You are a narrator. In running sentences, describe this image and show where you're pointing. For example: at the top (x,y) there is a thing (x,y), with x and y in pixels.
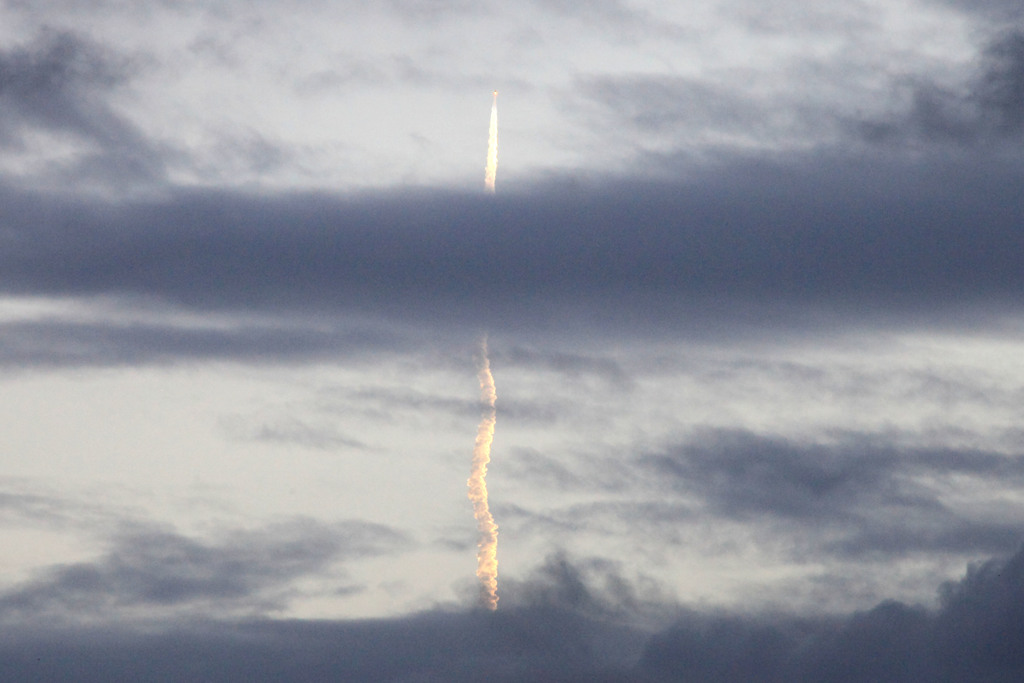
In the center of the picture (483,381) there is a rocket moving and there is smoke (488,487) below its path. Sky (360,191) is cloudy.
